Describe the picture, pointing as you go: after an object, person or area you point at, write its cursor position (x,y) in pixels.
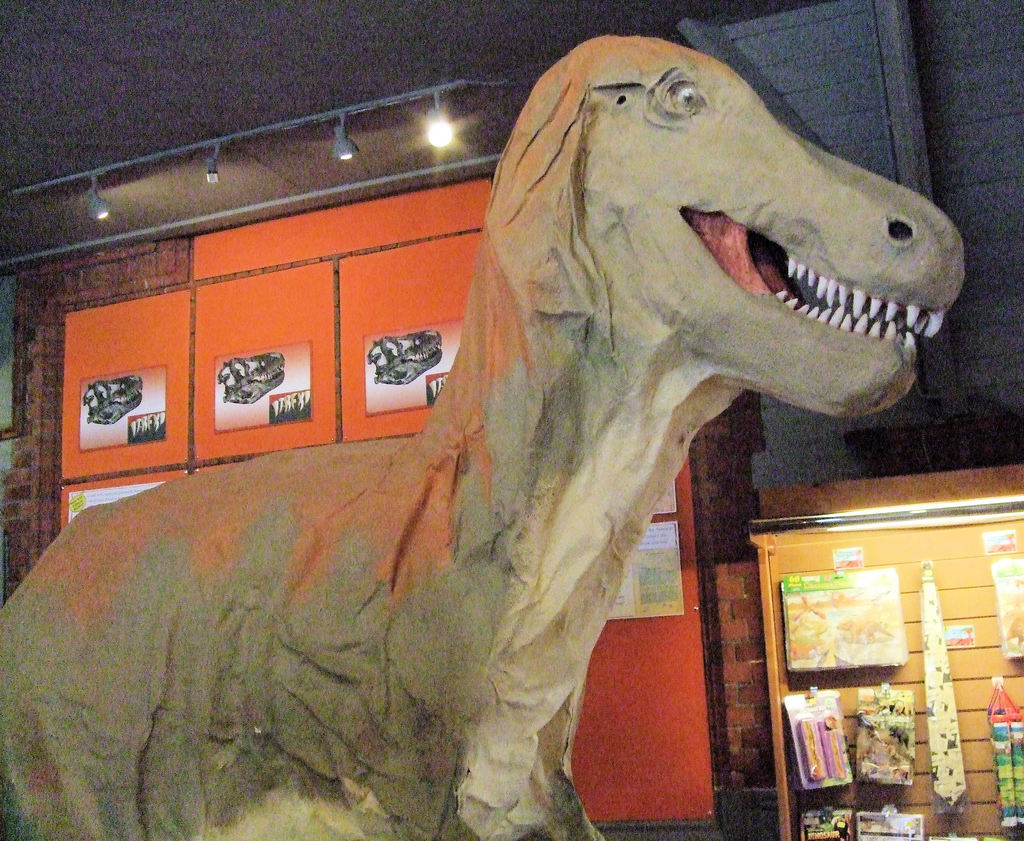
In this image I can see a huge toy (368,633) which is in the shape of an animal (371,618). In the background (914,584) I can see a store (775,642) in which I can see few objects (850,633), the orange colored wall (363,326), few boards (289,408) attached to the wall (128,323), the ceiling (273,47) and few lights (440,85) to the ceiling (368,139).
